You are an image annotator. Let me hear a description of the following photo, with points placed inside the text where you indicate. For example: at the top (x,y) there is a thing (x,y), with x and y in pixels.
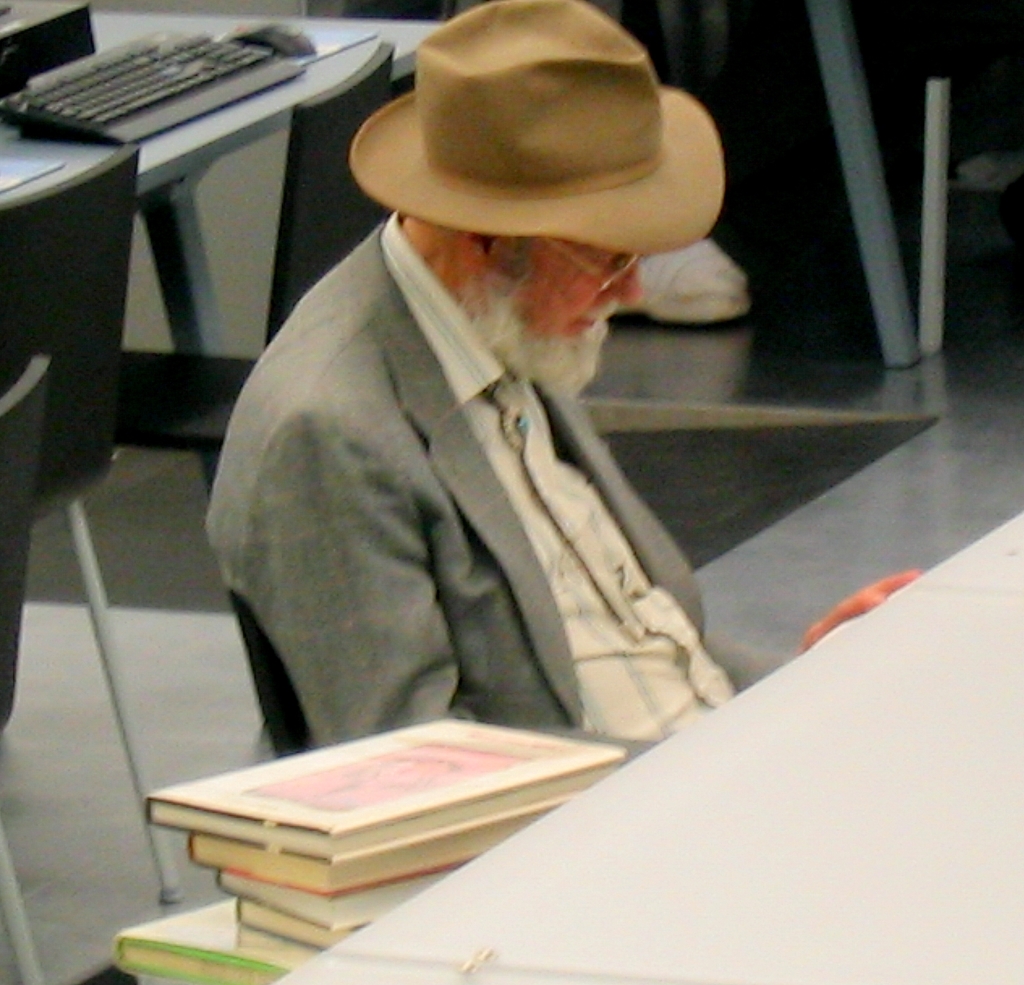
In the front of the image (723,754) I can see a white table (663,810) and books (436,810). In the middle of the image (519,446) a person (410,504) is sitting on the chair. In the background of the image (26,240) there is a table (259,127), chair (22,260) and objects (23,169). On the table (48,162) there is a keyboard (211,73), mouse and things (63,34).
